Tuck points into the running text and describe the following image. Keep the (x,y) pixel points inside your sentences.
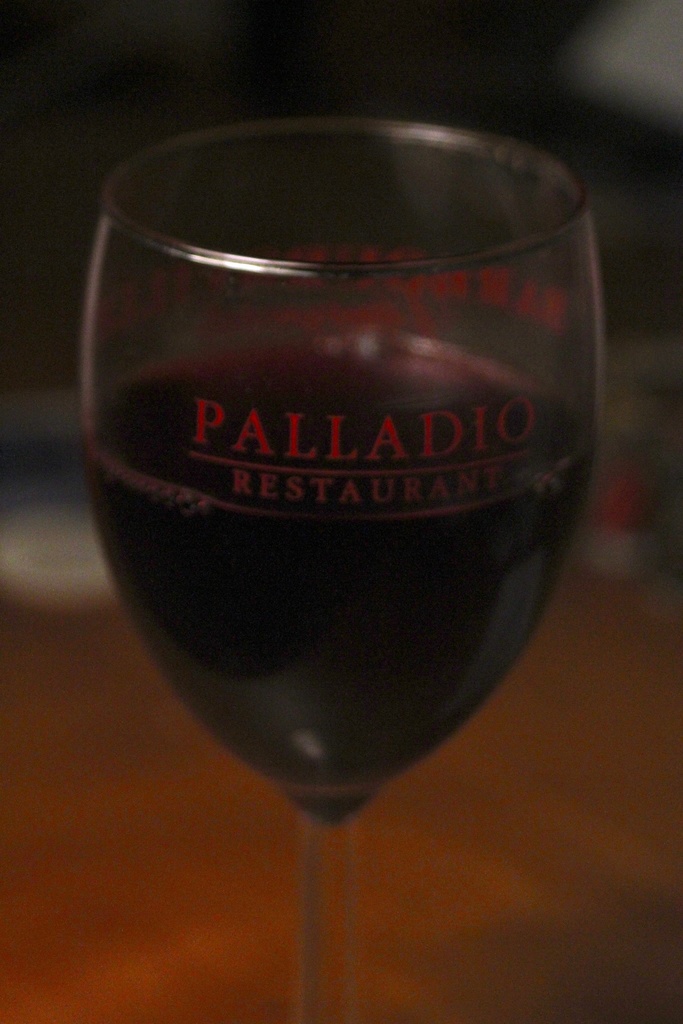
In this picture we can see a glass (212,641) with drink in it and in the background (650,132) it is blurry.
